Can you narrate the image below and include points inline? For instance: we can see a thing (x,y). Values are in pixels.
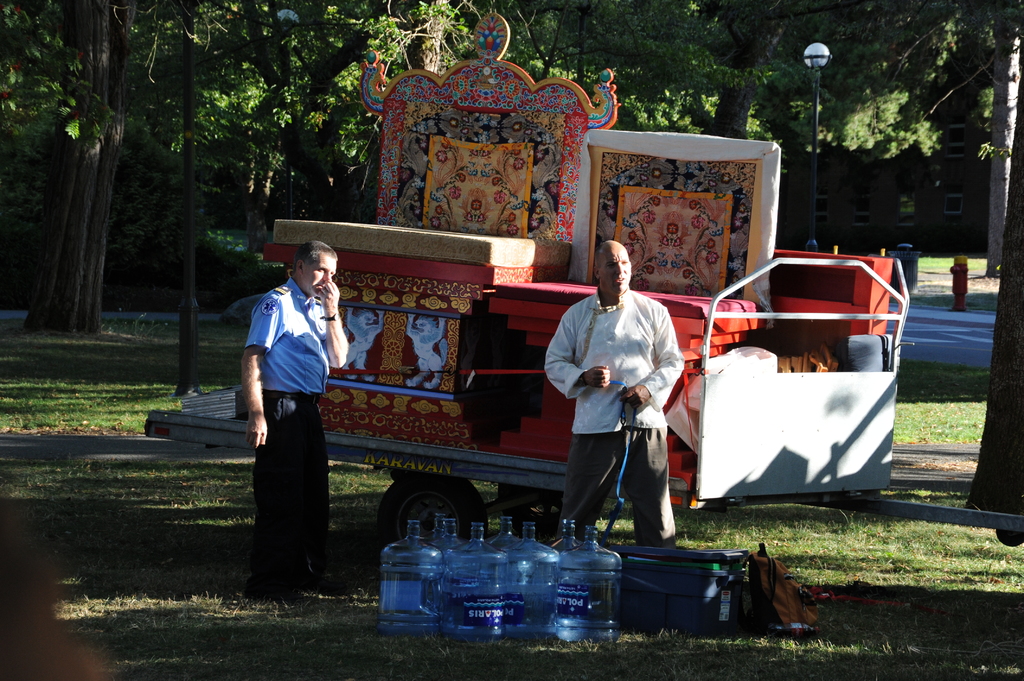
In this image there is a trolley (825,380) in which there are bed frames (469,267) and beds (476,251) on it. At the bottom (465,559) there are water cans (480,589) and bags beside them. On the left side (284,386) there is a security officer (280,410) standing on the ground (216,608). On the right side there is a man (609,410) who is standing on the ground (628,537) by holding the belt (622,414). In the background (278,104) there are trees (705,90).
